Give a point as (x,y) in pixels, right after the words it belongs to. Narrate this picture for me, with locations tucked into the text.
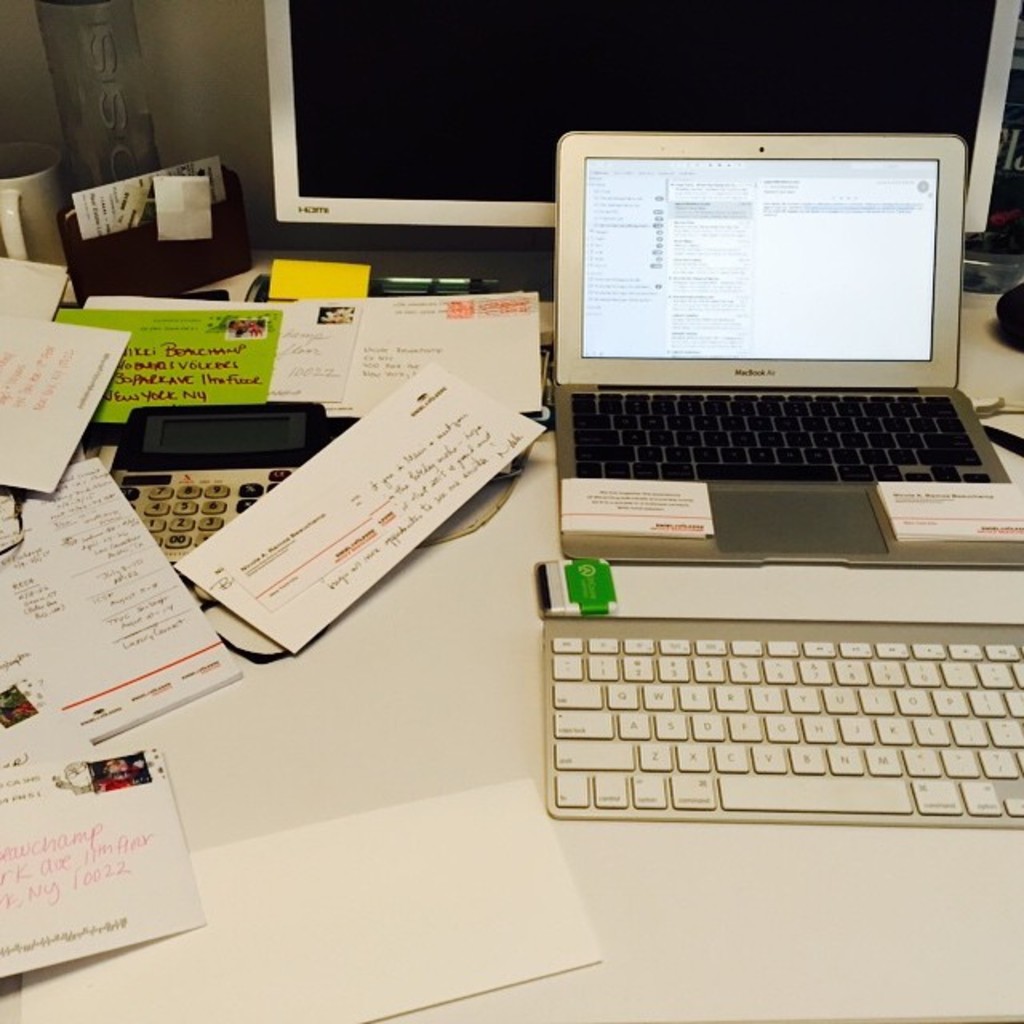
This is the picture on the table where we have a big screen (456,171), laptop (649,339), papers (161,377) and a calculator (176,471).
